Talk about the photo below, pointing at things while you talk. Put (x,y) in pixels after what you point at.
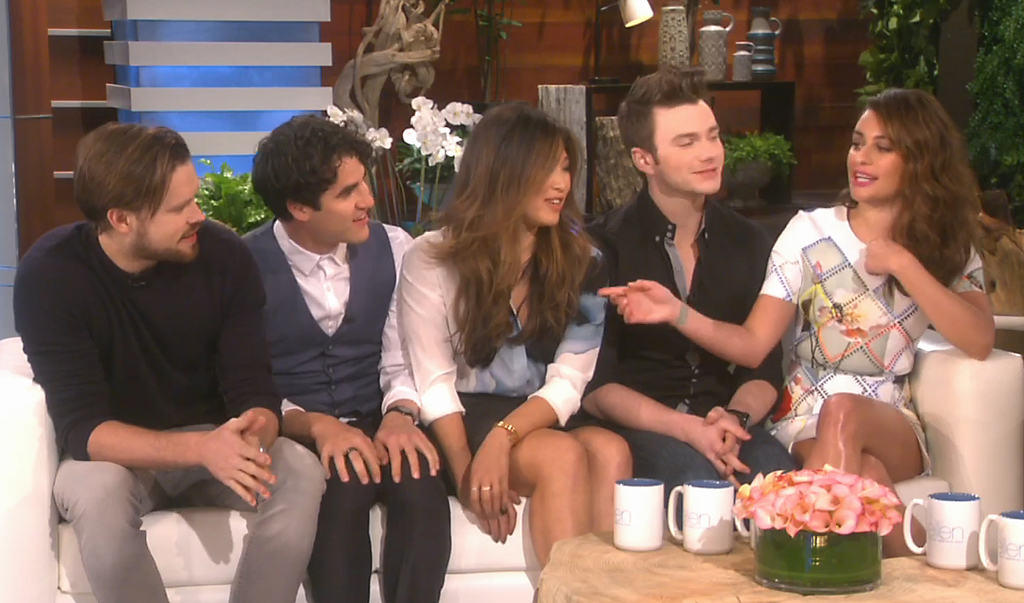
In this image at front (614,596) there is a table (586,565) and on top of it there is flower pot (767,514) and four mugs (907,517). Behind the table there are a few people (562,351) sitting on the sofa (30,381). On the backside (211,203) there are plants (754,153). Behind the plants (753,134) there is a table (782,133) and on top of it there are four jars (685,13) and a lamp (630,23). Behind the table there is a wall (536,37).
